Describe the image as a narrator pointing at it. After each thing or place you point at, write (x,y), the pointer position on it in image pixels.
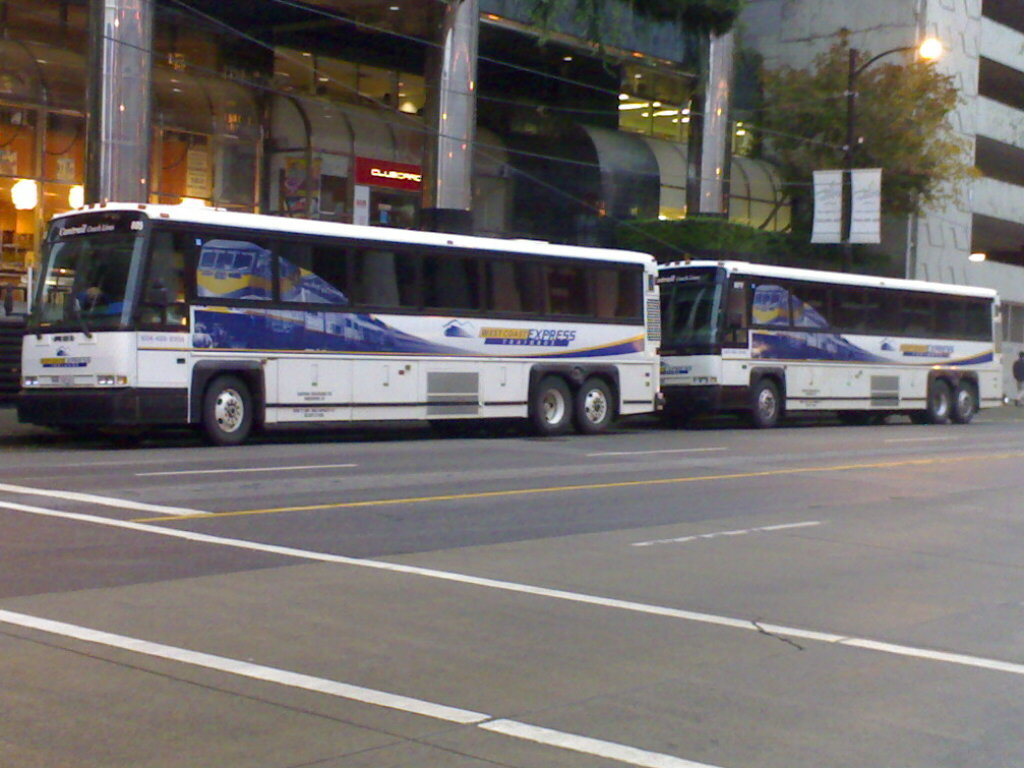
In this image there are two buses (570,381) in middle of this image (534,365) which is in white color. There are two buildings (619,193) in the background (557,117). There is a tree (874,121) at right side of this image (889,151) and there is a road (435,496) at bottom of this image (565,589).
